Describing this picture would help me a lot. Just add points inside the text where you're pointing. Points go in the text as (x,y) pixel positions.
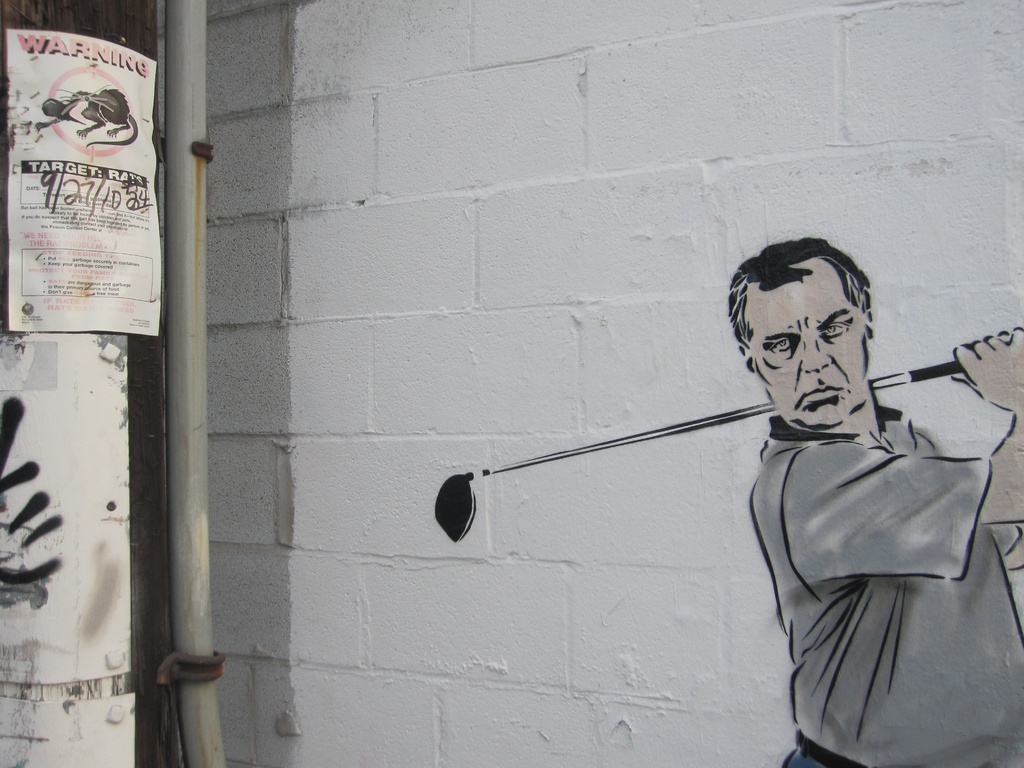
In this picture we can see the graffiti (888,708) on the wall (750,382). On the left side of the image (185,270) we can see a pipe (174,145) and the poster (78,203) on the wall (337,389).
